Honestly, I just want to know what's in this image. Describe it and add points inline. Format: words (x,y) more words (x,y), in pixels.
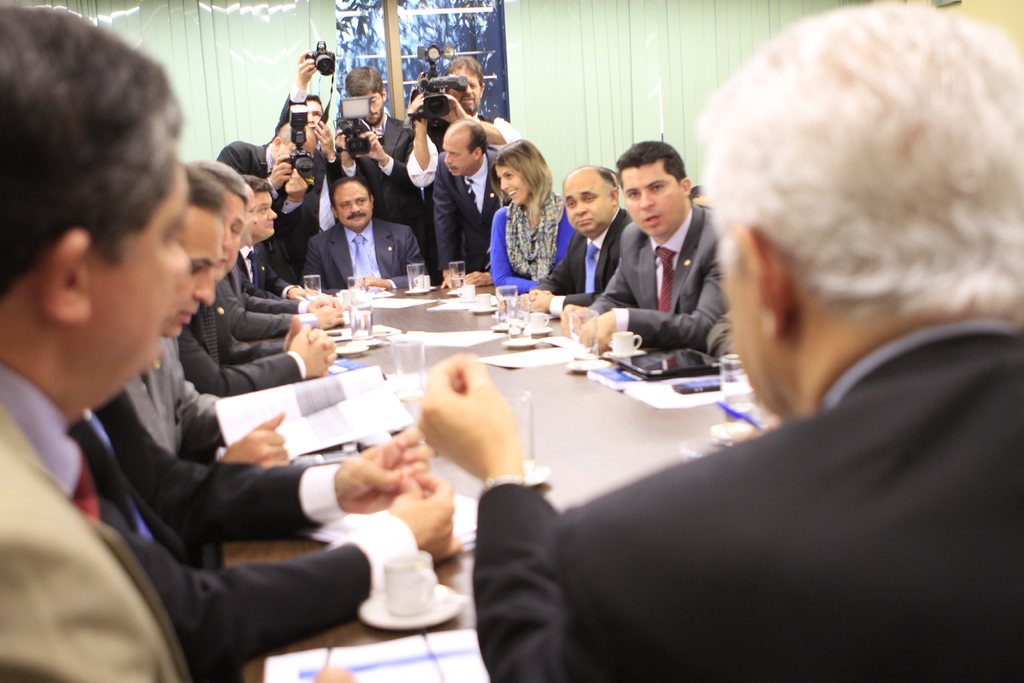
In this image we can see people (153,326) sitting on chairs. There is a table (497,369) on which there are glasses (412,283), books (331,390), teacups (394,565). In the background of the image (260,161) there are people (393,124) holding cameras (302,123). There is wall (219,112). There is a window (481,15).
